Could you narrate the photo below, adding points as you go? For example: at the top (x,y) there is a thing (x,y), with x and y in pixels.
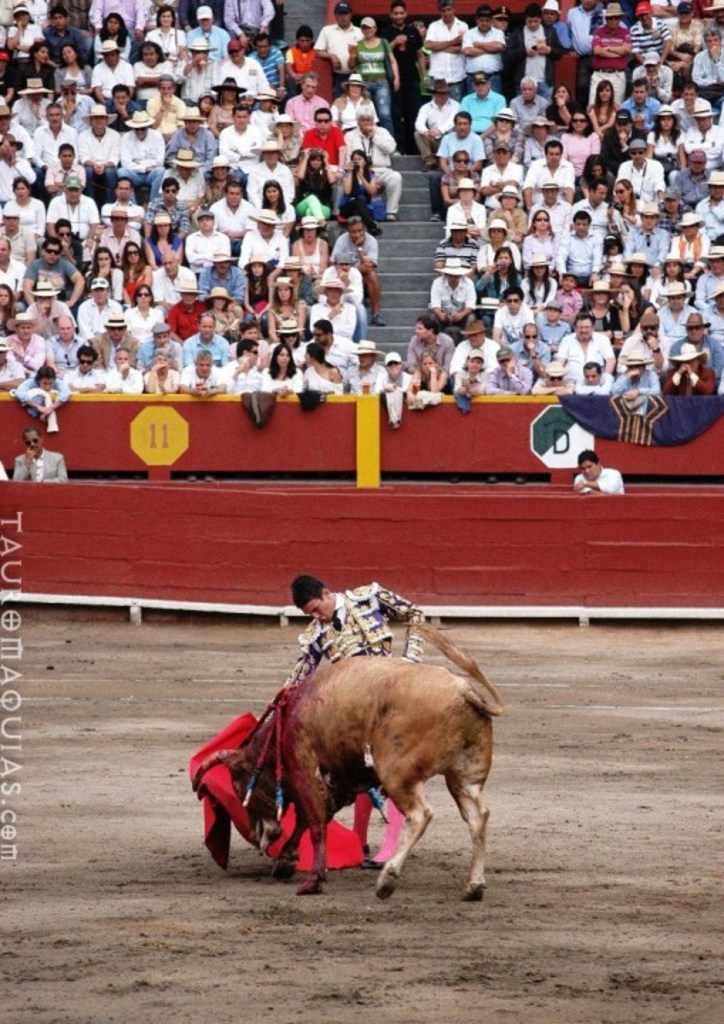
This image consists of a bull (414,749) in brown color. Beside that there is a man (393,655) standing. At the bottom (446,945), there is a ground (561,959). In the background (241,202), we can see a huge crowd (224,260). And there is a fencing (309,541) made up of wood (491,580) in red color.
